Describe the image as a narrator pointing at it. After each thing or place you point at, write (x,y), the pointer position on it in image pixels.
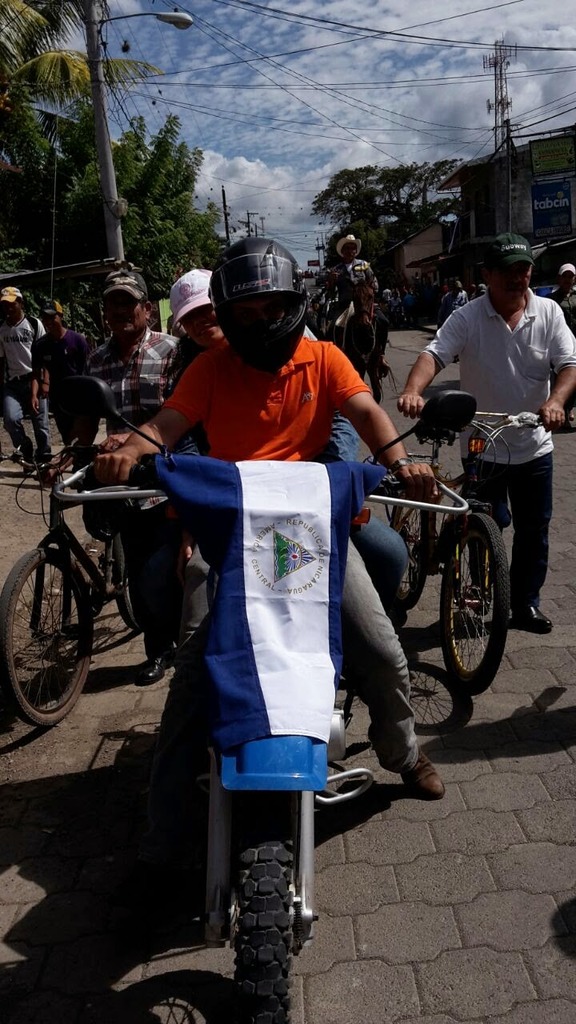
In this image there are two persons (270,420) sitting on the motorbike (271,940), a flag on the motor bike (425,420), two persons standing along with their bicycles (453,648), a person (340,288) sitting on the horse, and in the background (19,319) there are group of people (562,299) standing, trees (132,212), poles (95,100), lights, buildings (446,191), cell tower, sky (534,7).
